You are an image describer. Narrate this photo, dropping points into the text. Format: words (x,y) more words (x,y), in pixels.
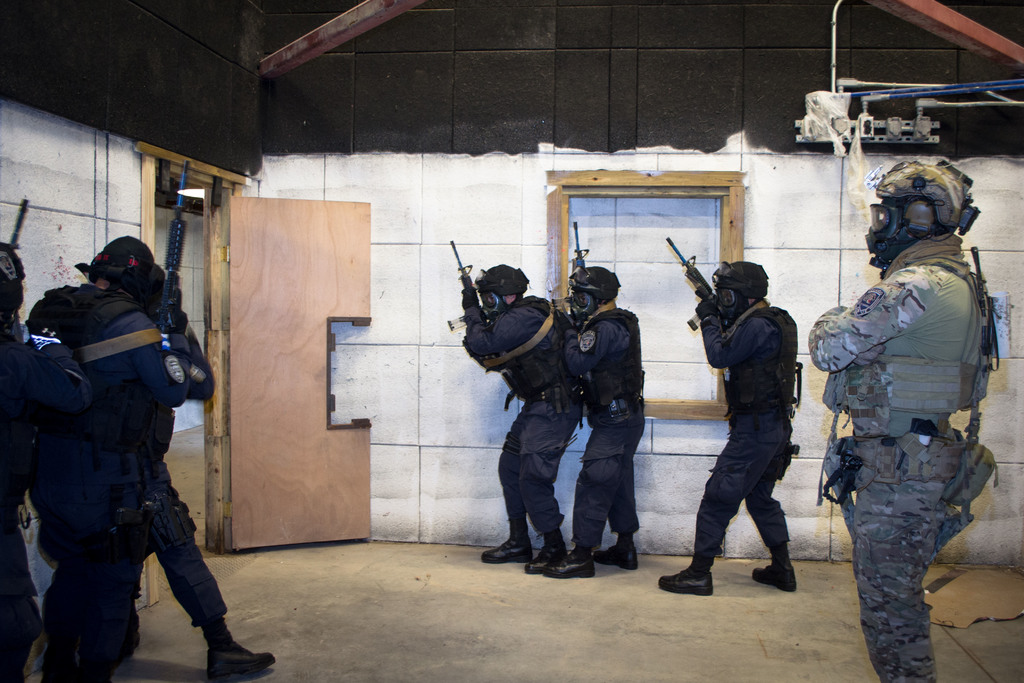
In this picture there are people (693,575) wore helmets (898,194), among them these people (743,309) are holding guns (568,310) and we can see floor (703,611), window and wall (333,146). In the top right side of the image (859,180) we can see an object (814,98).
